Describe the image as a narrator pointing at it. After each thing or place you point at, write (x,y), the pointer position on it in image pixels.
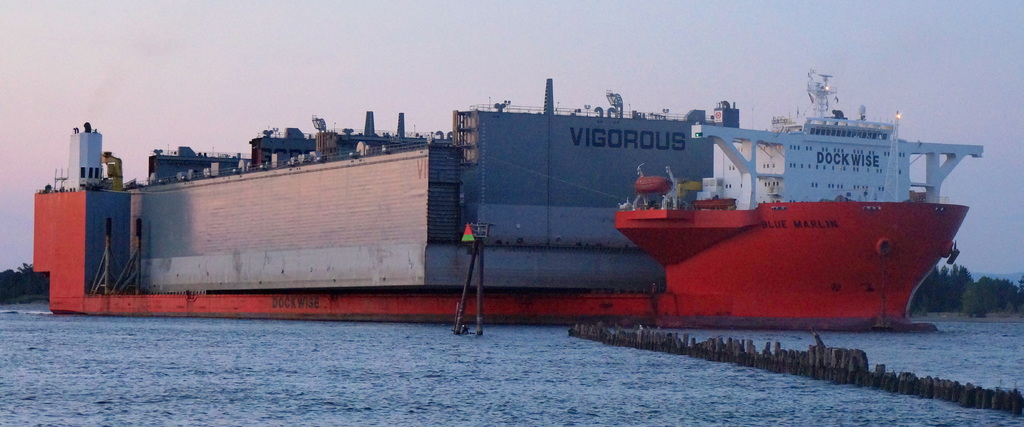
In the foreground of the picture (563,334) there is a water body (279,352). In the center of the picture (569,184) there is a ship (288,166). Towards right (710,341) there are wooden poles (727,346). In the background (977,291) towards right (969,293) there are trees (947,299). In the background (27,293) towards left (22,289) there are trees (22,292).
